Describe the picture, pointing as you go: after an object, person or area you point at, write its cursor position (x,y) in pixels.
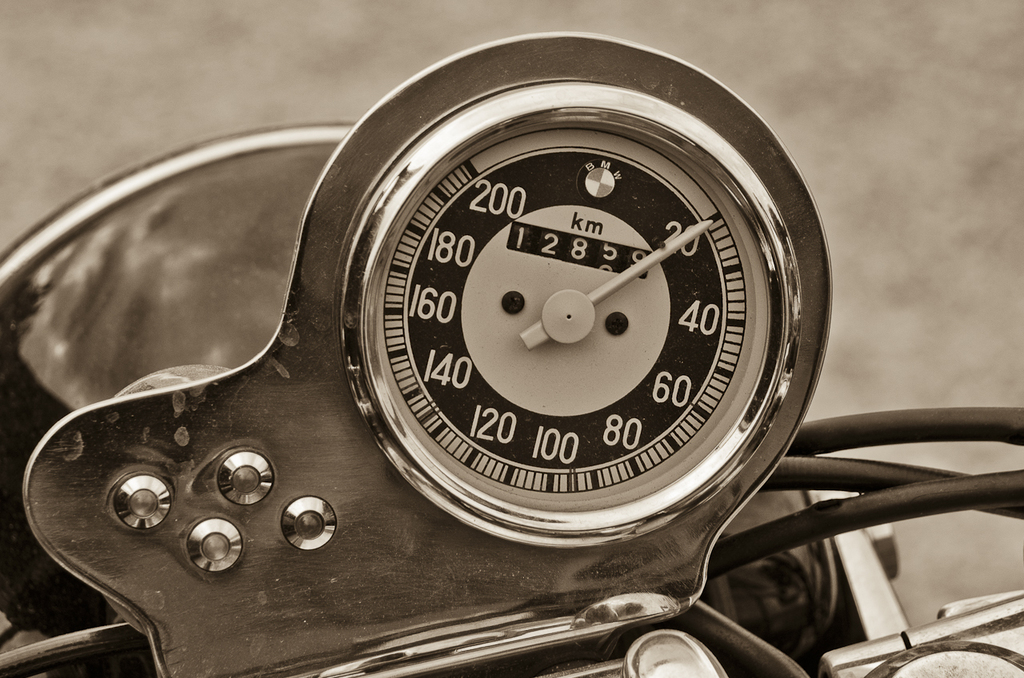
In this image there is a display meter (355,361) on the vehicle (595,585). There are numbers (613,247) and alphabets (590,224) on the display meter (532,369). Behind it the image is blurry.
